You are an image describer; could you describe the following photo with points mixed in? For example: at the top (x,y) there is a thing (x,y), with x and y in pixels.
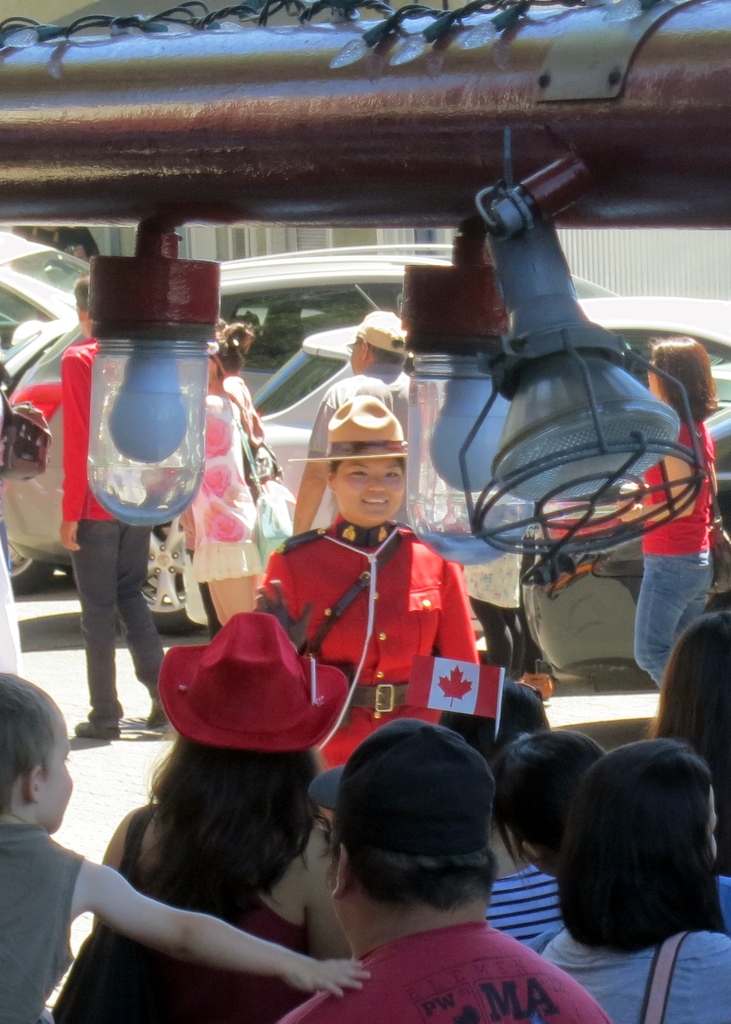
Bottom of the image (389,1021) few people (503,566) are standing and watching. Behind them there are some vehicles (29,538). Top of the image (16,84) there is a pipe (305,24), on the pipe (419,188) there are some lights (197,302).
